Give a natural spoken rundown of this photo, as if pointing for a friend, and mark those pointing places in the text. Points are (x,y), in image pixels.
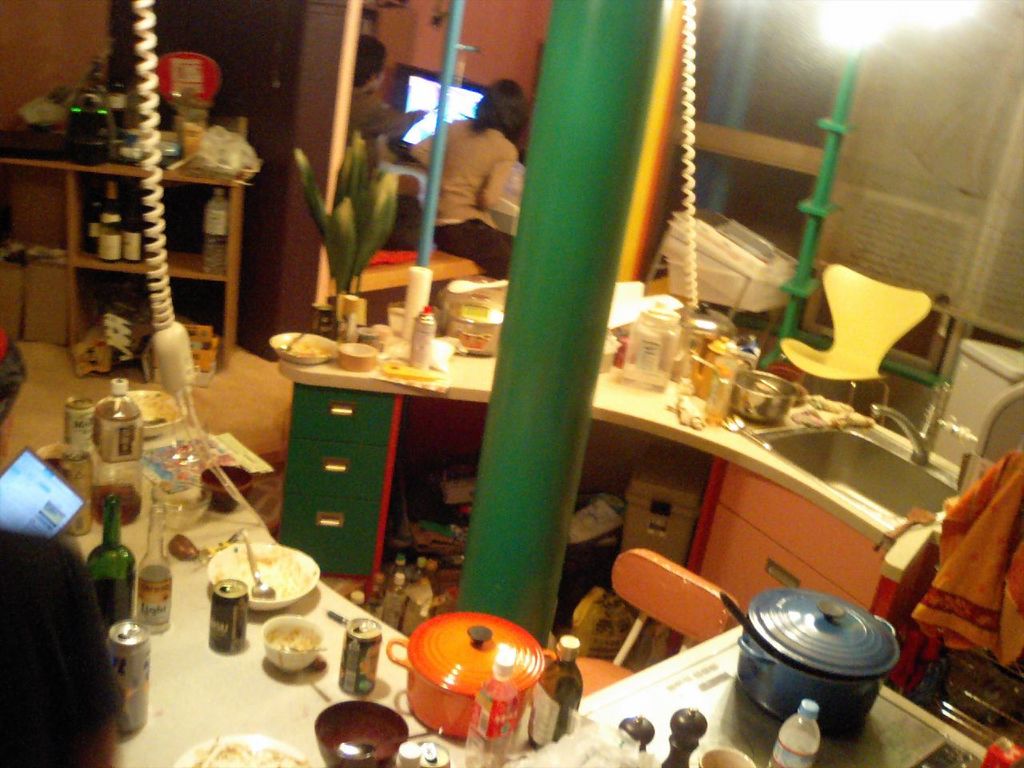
This image looks like it is clicked in a kitchen (321,581). In this image, we can see many utensils (856,608) and bottles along with the tins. In the front (564,528), there is a pillar (561,494) along with the cupboards (807,570). In the middle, there is a chair (681,620). On the right (856,735), it looks like a stove (872,738). Beside which there is a sink (853,442). In the background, there are two persons (491,191) sitting in front of the TV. On the left (140,263), there is a rack (140,263) and a telephone (169,383) hanging.
